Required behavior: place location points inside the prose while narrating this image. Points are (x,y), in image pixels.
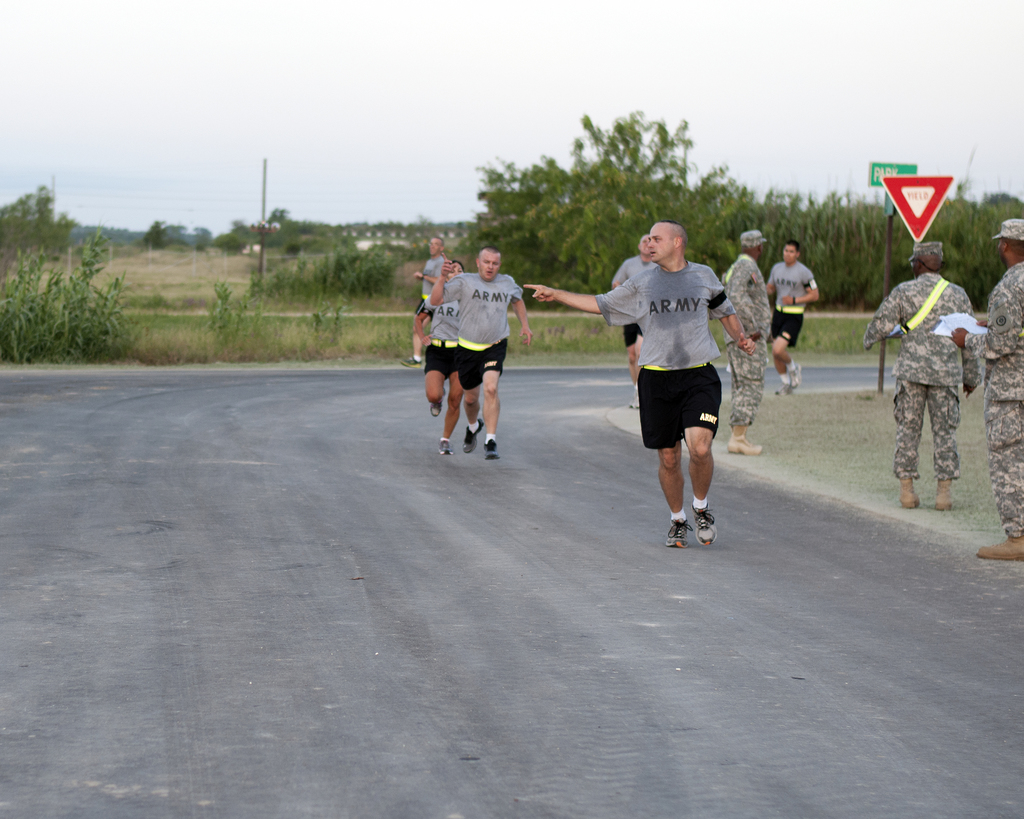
In this image, we can see a few people (666,391) who are running on the road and these people (646,310) are wearing T-shirts (505,299) with some text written on it and there are also three people (964,347) who are wearing army dress (995,384). At the back (736,222) we can see some trees (562,264) and there are poles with some sign boards (905,184).
